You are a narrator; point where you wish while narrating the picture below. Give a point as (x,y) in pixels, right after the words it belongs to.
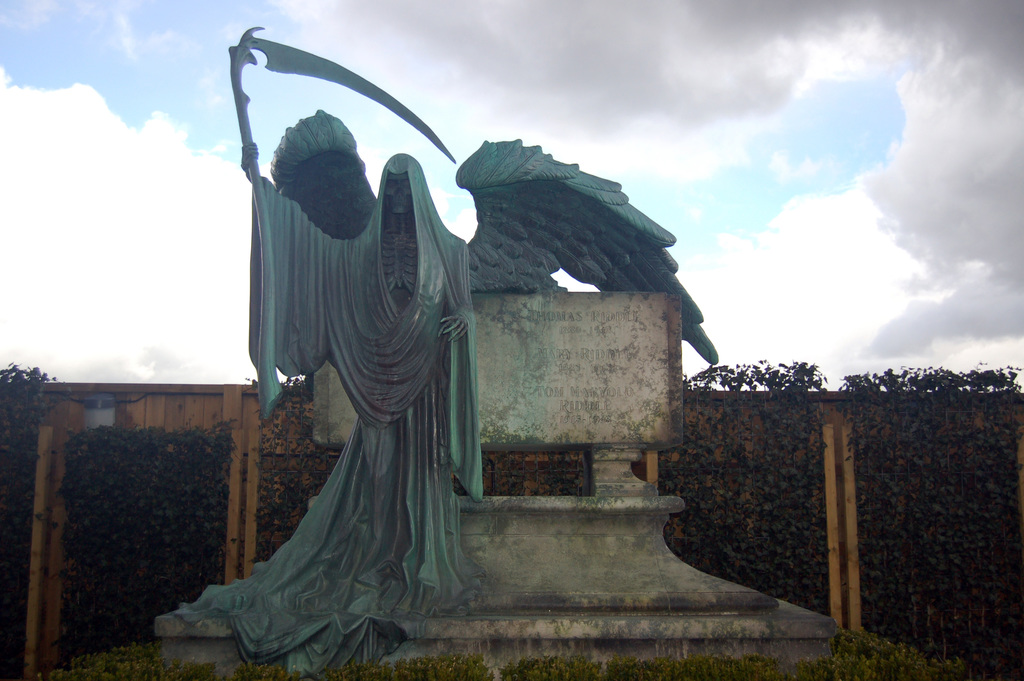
In the center of the image (511,366) there is a statue (257,591). At the bottom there is grass (453,665). In the background (840,503) we can see a wall (828,494) and a hedge (726,486). At the top (388,70) there is sky (902,15).
